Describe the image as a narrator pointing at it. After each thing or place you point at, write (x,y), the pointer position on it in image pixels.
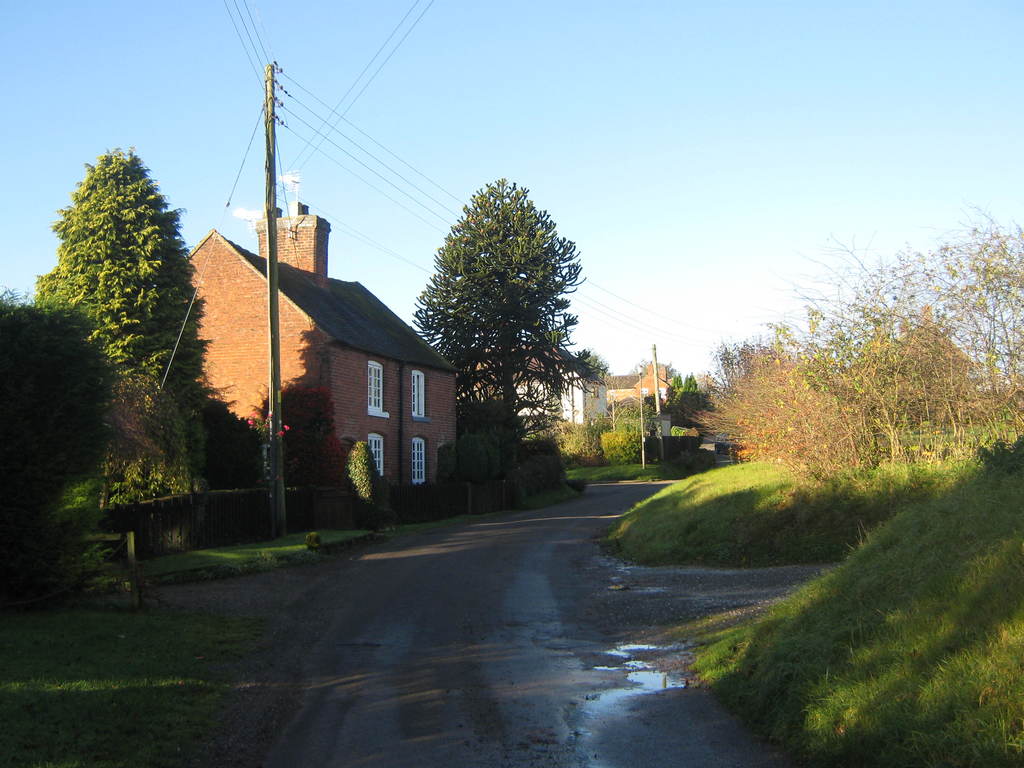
In this image we can see the houses (610,393), trees (706,392), shrubs (508,455), grass (850,480) and also the sky (617,199). We can also see the electrical poles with wires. We can see the water (639,684) and also the road (528,676).
